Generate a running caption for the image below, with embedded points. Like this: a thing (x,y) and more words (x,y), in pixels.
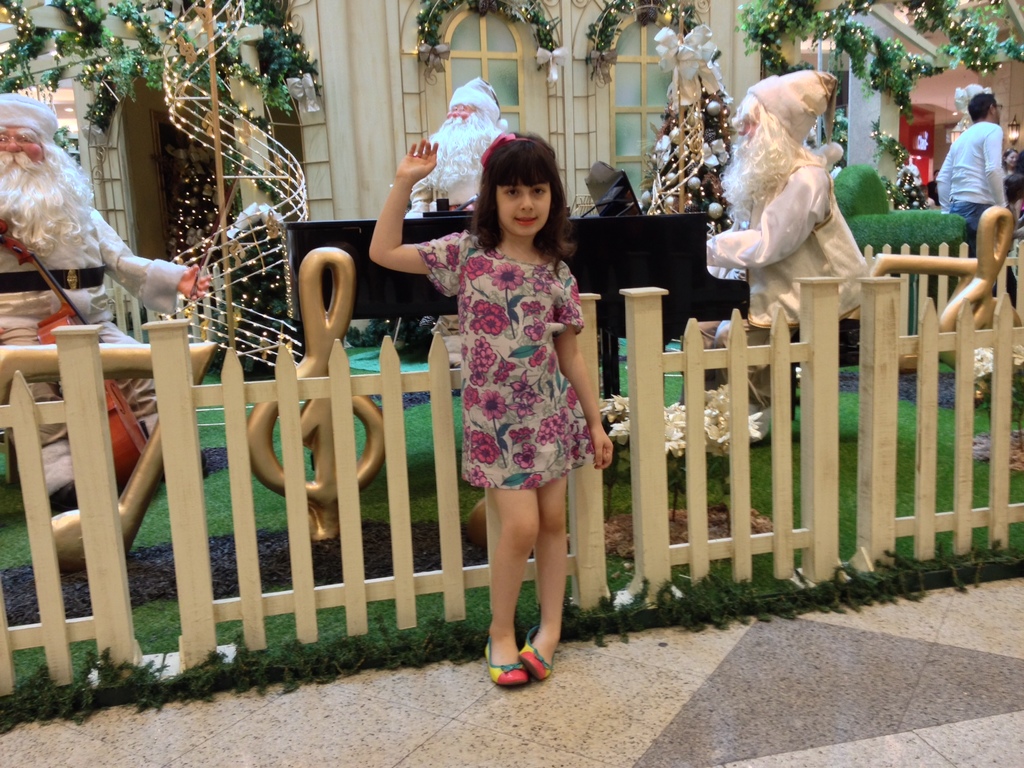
In this picture we can see a girl (522,383) is standing on the ground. Behind the girl (540,407), there is a picket fence (398,416), toys (82,250), musical instruments (114,396), windows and some decorative objects (256,167) and lights (174,25). On the right side of the image (980,151), there is a group of people (991,170) and light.
